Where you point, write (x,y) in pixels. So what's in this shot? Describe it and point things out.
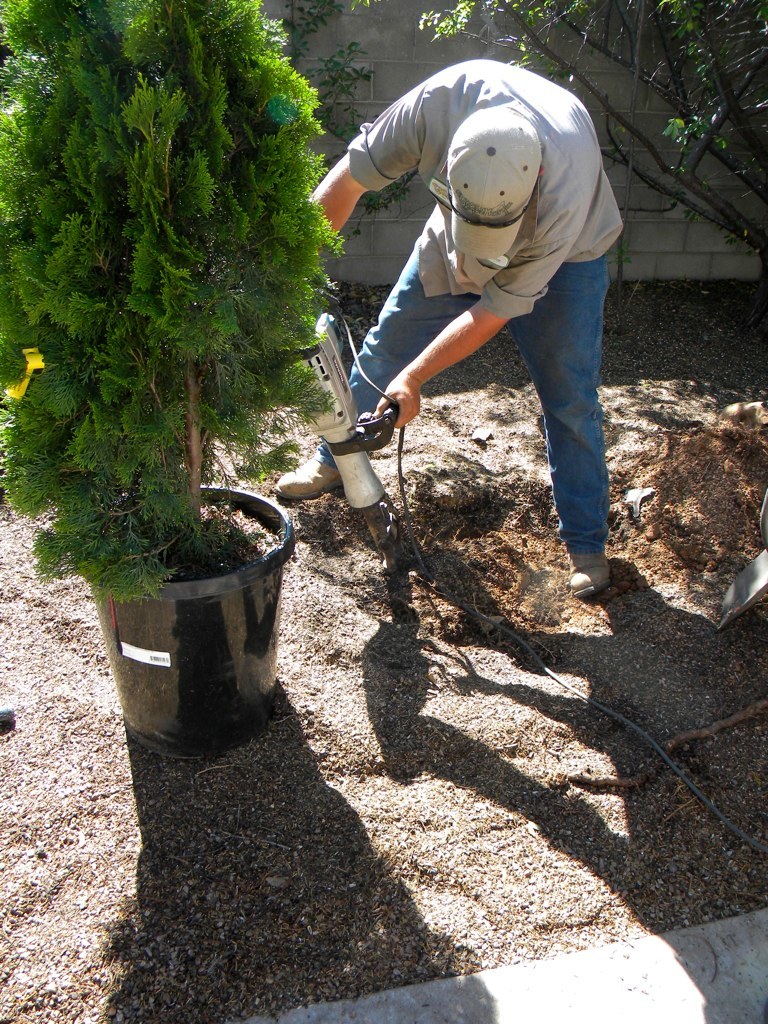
On the left side of the image (44,406) there is a plant (210,21). There is a person (391,351) using a drilling machine (383,562). At the bottom of the image (324,941) there is ground (439,923). In the background of the image (593,70) there is wall (596,70).
